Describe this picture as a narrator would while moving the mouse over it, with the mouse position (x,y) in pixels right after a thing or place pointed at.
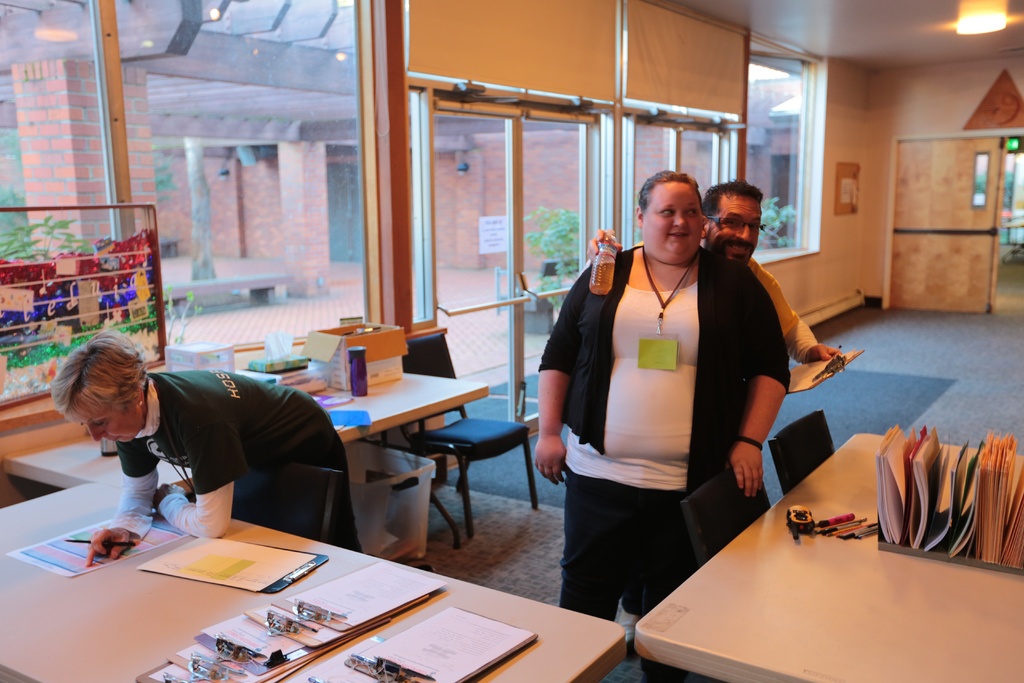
Here we can see two persons (603,396) standing on the right side (686,564) and they are smiling. This is a table (877,603) where files (914,519) and pens (875,525) are kept on it. This is a wooden table (417,391) where a purple bottle (357,389) and books (315,378) are kept on it. There is a woman (106,549) on the left side (327,425) and she is filling a form (65,569).
